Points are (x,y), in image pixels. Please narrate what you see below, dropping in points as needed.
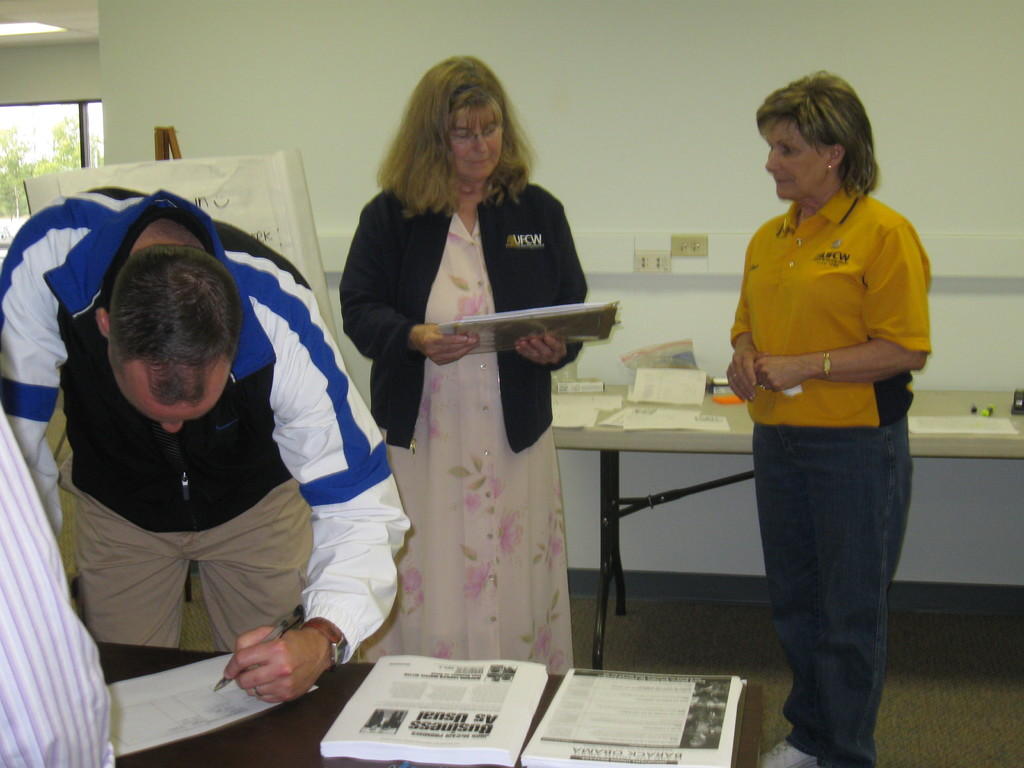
At the bottom of the image (186,765) there is a table (258,753), on the table (172,759) there are some papers (679,701). In the middle of the image (516,508) three persons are standing and holding something in their hands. Behind them there is a table (985,416), on the table (994,404) there are some papers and there is a banner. Behind them there is a wall (924,16), on the wall (83,95) there is a glass window (24,105). Through the glass window (75,146) we can see some trees (63,159). In the top left corner of the image (65,23) there is ceiling (13,1), on the ceiling (6,15) there is a light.
